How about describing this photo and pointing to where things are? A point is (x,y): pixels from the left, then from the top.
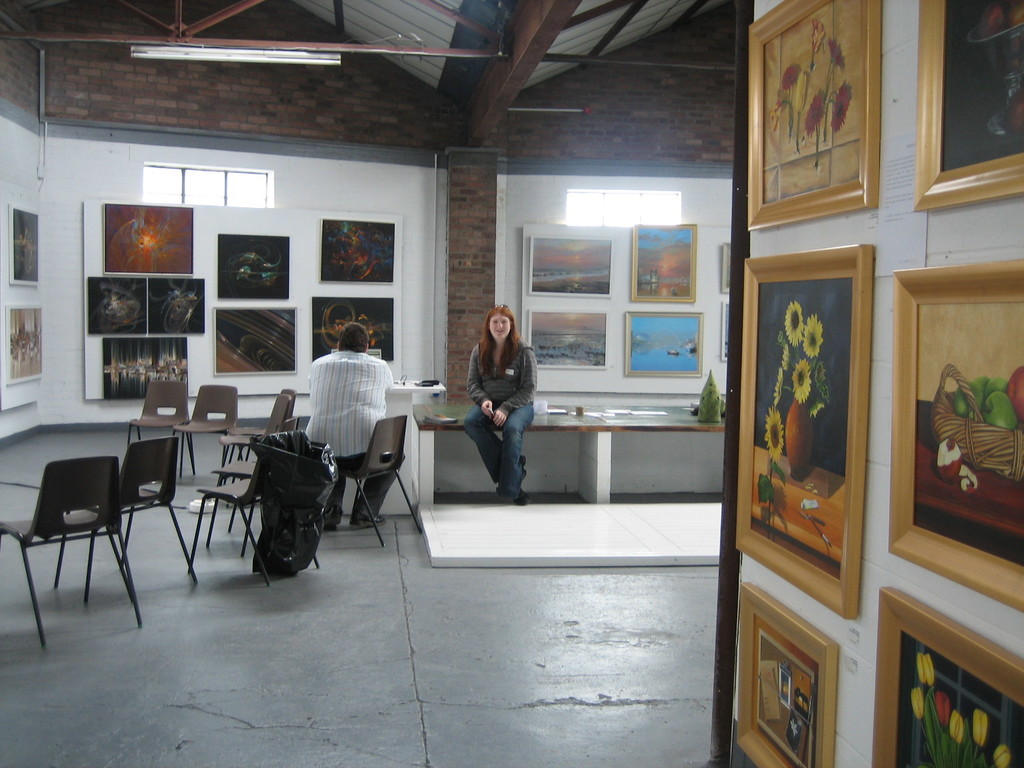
in the picture there are many frames (856,344) in the room (535,463) many chairs (399,467) and a person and a woman (524,428) are sitting side by side.
